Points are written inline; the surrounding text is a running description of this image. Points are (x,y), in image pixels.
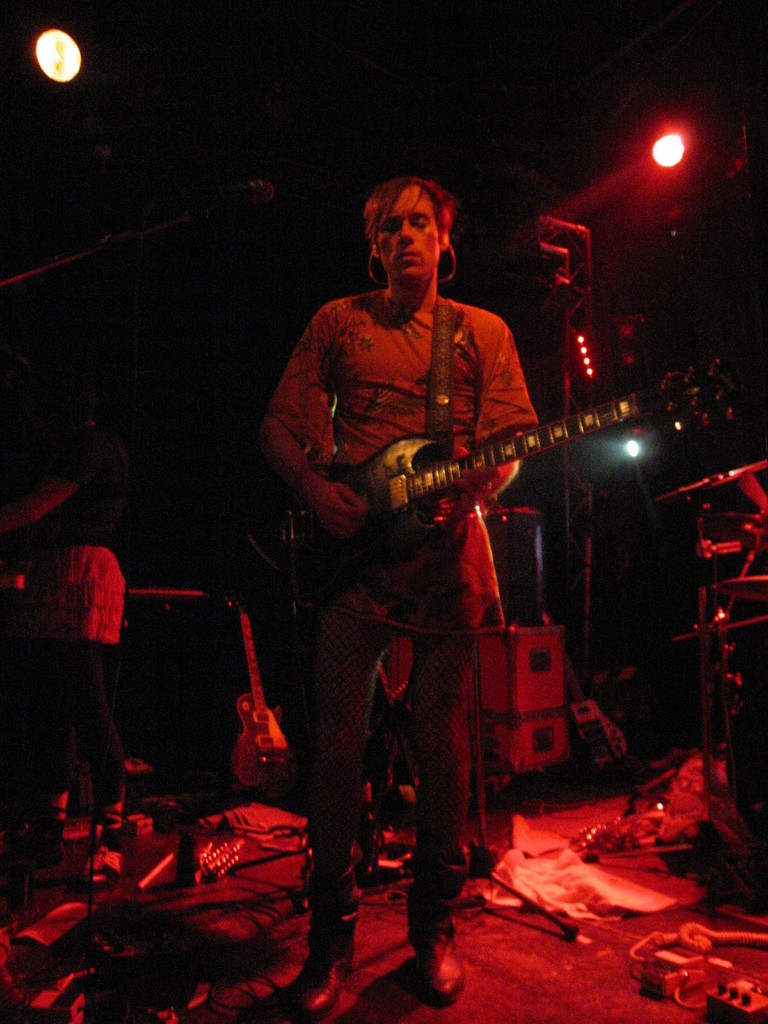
In this image I can see two persons (488,399) are standing and in the front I can see one of them is holding a guitar (512,440). In the background (644,785) I can see one more guitar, few stuffs (656,820) on the floor (630,1017) and three lights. I can also see this image is little bit in dark.
